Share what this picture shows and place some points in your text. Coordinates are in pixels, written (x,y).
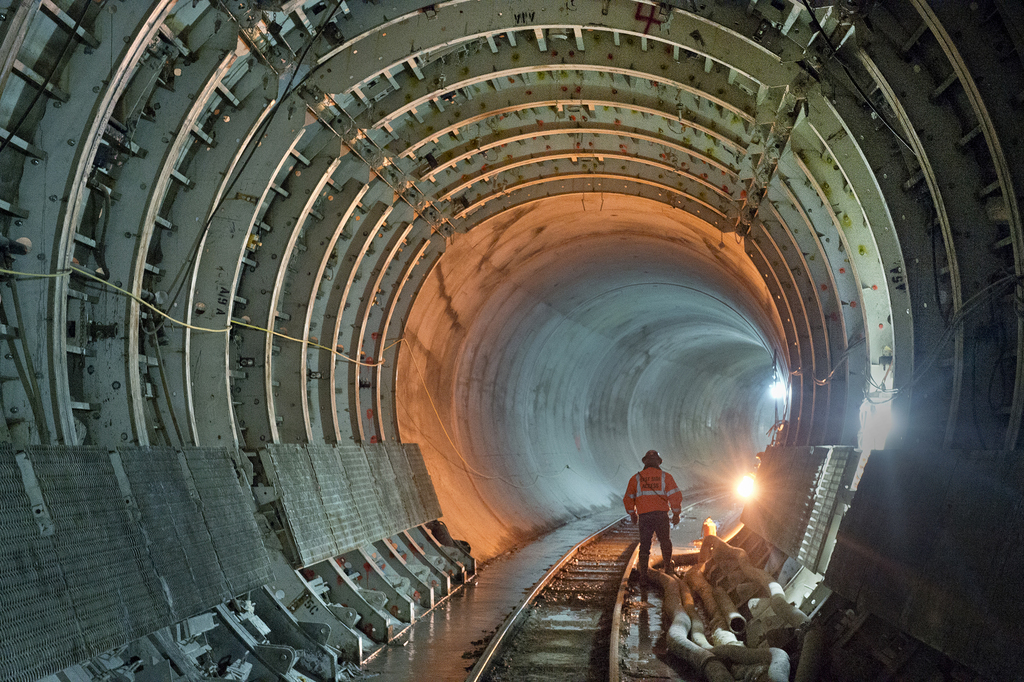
In this image I can see the underground railway track (593,673) and one person (634,520) is standing. I can see few pipes (694,553), light (741,494) and few objects (87,591).
